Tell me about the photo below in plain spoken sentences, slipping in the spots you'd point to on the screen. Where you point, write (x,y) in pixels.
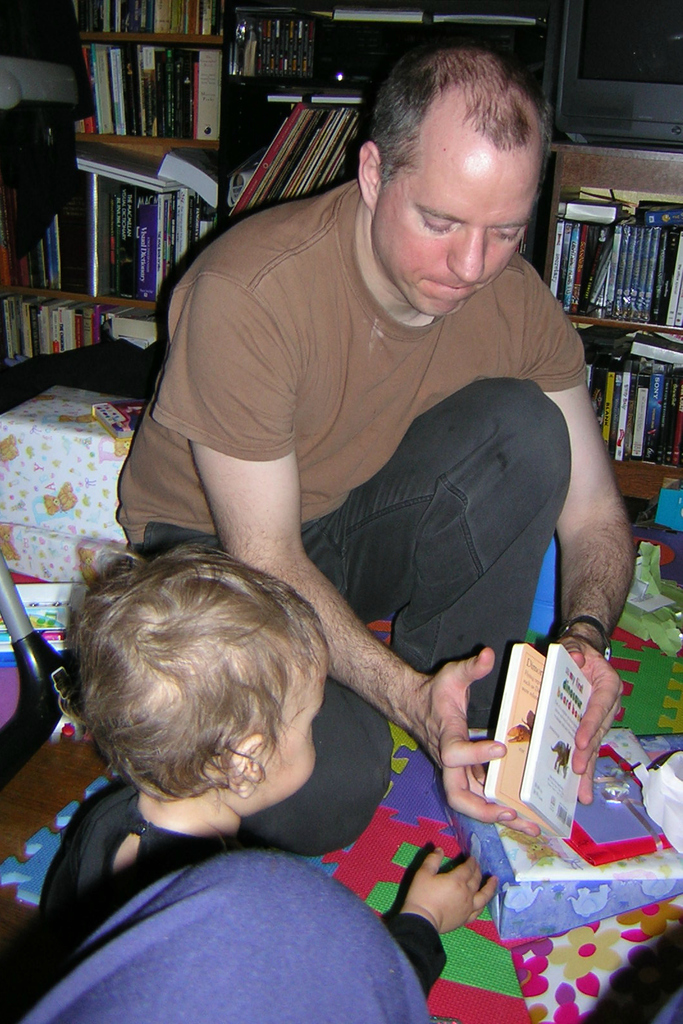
In this image I can see two persons (252,826), the person (188,891) in front (150,874) is wearing black and purple color dress (142,885) and the person (304,525) at back (330,414) is wearing brown color shirt (337,423), black pant (454,572) and holding few books (569,683). Background (104,50) I can see few books (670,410) in the rack (290,105).
